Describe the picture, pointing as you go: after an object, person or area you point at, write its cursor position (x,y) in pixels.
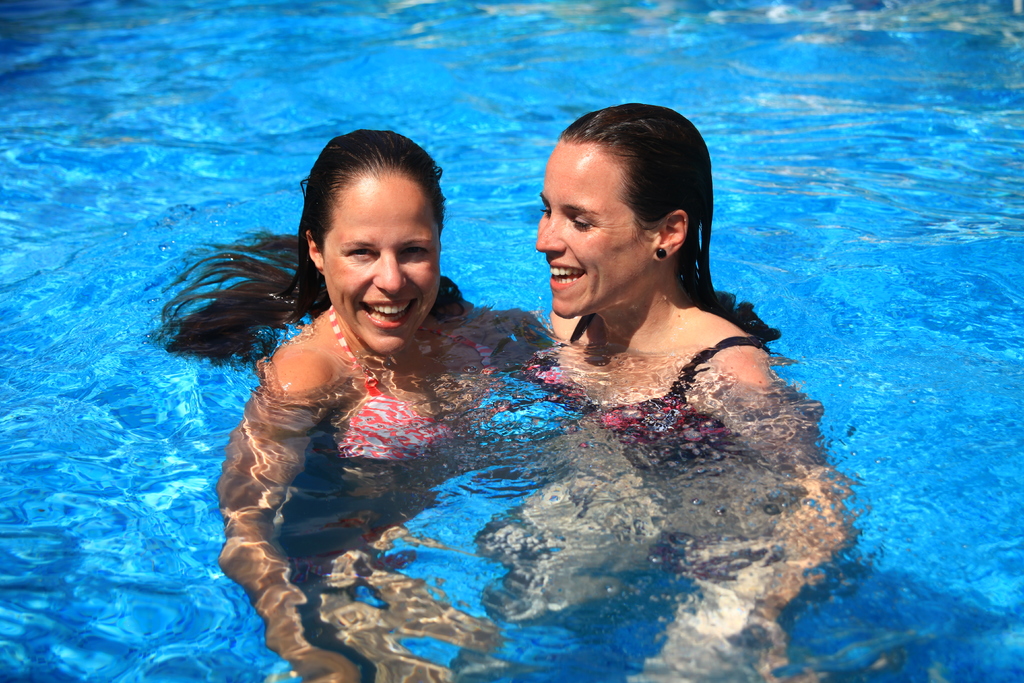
This is a swimming pool (874,588). Here I can see two women (359,375) in the water (326,435) and they are smiling. The woman (367,292) who is on the left side (320,329) is looking at the picture.
